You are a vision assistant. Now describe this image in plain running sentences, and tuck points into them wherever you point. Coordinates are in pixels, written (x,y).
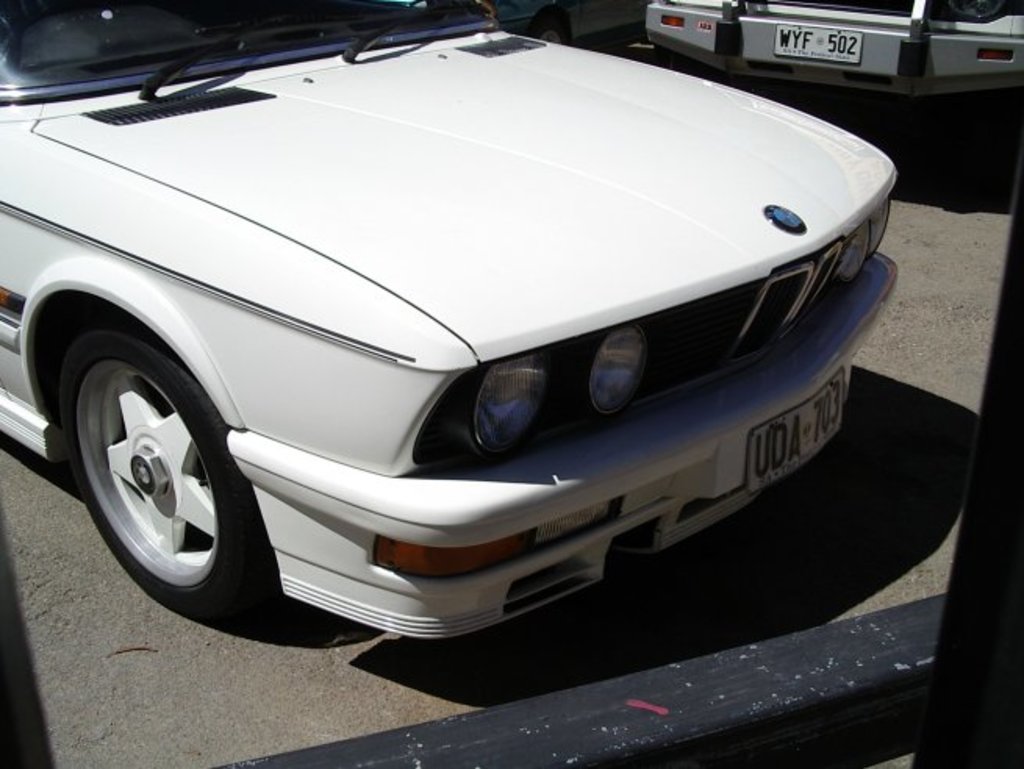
In this picture we can see white car (323,358) on the road (743,539). On the top right (852,78) we can see another car (783,11).
